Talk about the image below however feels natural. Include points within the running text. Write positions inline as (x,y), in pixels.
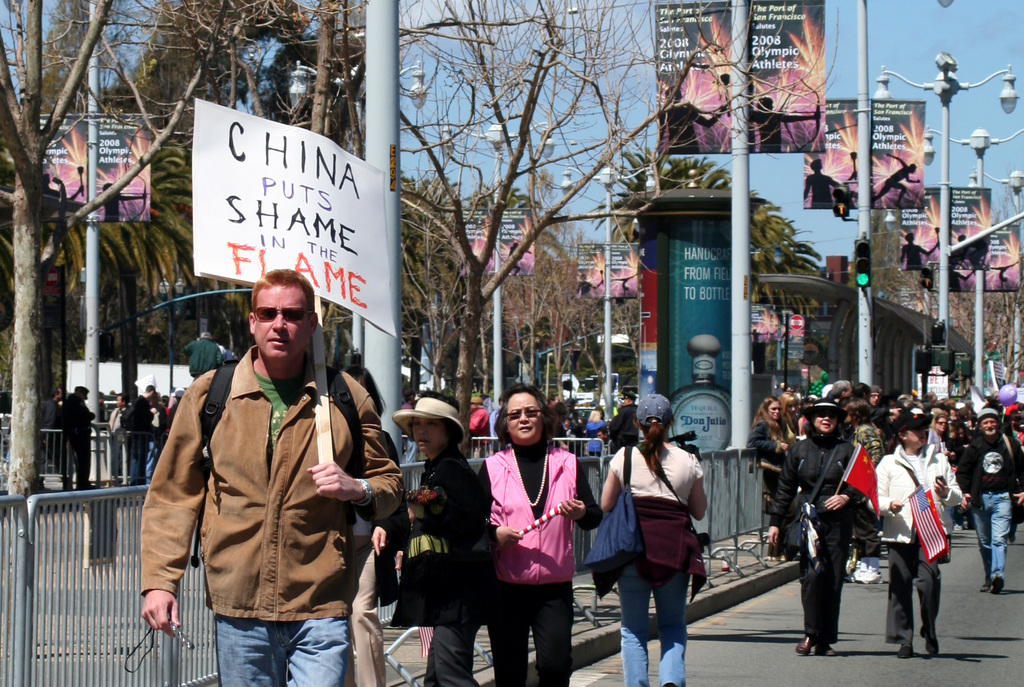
In this image I can see group of people (650,438) walking. They are holding bags (633,542), flag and some objects (546,516). Back I can see traffic signal (858,252), light-poles (952,71), banners (756,35), trees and fencing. The sky (935,108) is in blue color.
